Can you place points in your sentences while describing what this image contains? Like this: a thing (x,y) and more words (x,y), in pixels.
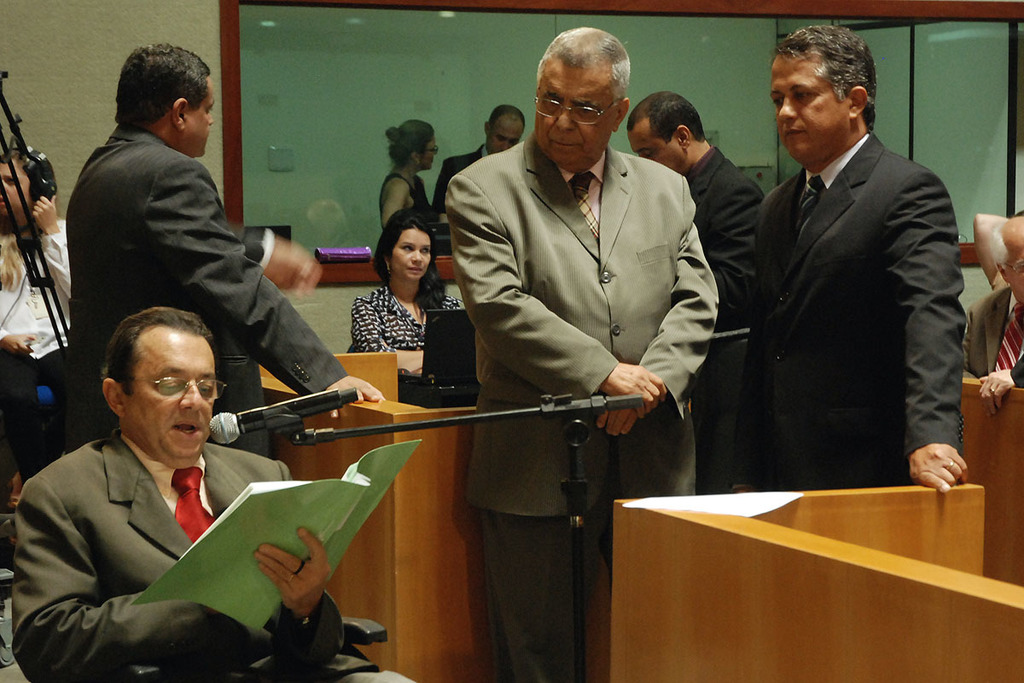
This picture is taken inside the room (330,18). In this image, on the right side (761,266), we can see two men (859,242) are standing. In the left corner (85,491), we can see a man (337,629) sitting on the chair (349,639) and holding a book (274,541) and the man (157,497) is also sitting in front of a microphone (271,421). In the background (348,226), we can see a group of people (10,305), black color rod (36,238) and a board (927,50). In the right corner (908,602), we can also see a wooden table (816,665).
